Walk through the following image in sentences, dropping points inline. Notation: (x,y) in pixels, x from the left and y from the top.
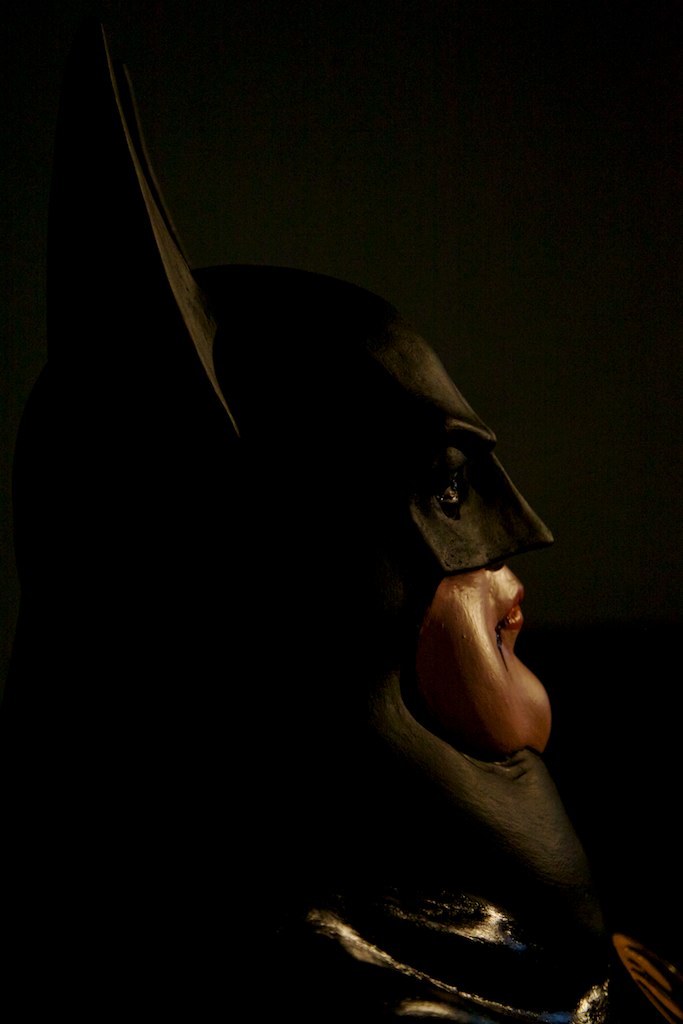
In this image I can see the person (225,359) with the mask (339,590) and I can see the dark background (614,76).
